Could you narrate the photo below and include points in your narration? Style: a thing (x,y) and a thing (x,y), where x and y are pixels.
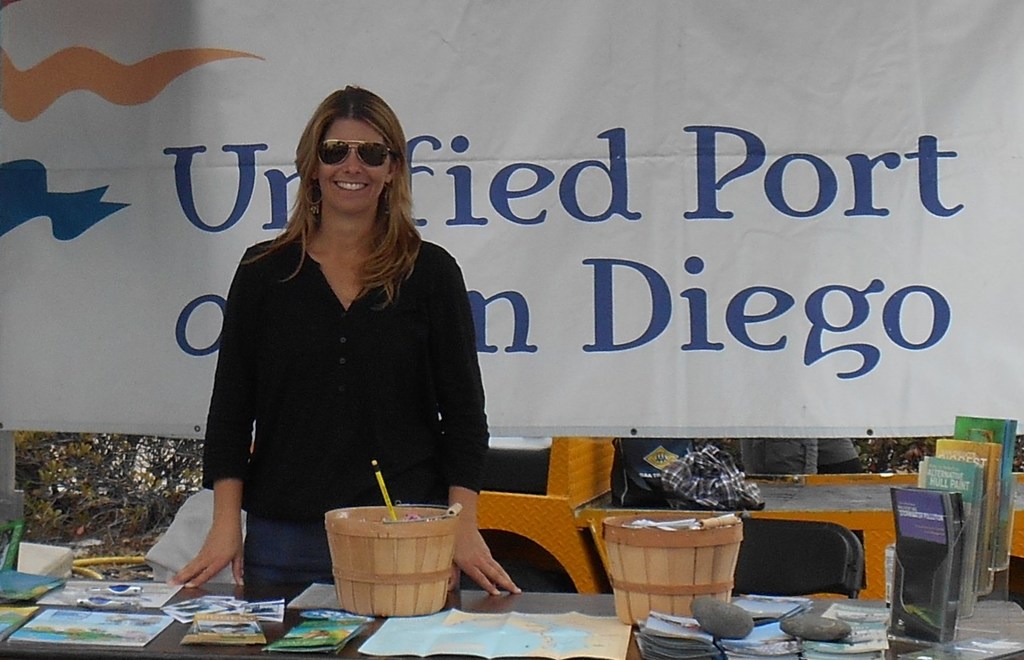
In this image i can see a woman (404,283) standing in front of a table (383,618) on which there are few papers (265,619), few books (315,625) and two baskets (386,537). In the background (783,233) i can see a banner (738,209), few books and trees (113,478).
